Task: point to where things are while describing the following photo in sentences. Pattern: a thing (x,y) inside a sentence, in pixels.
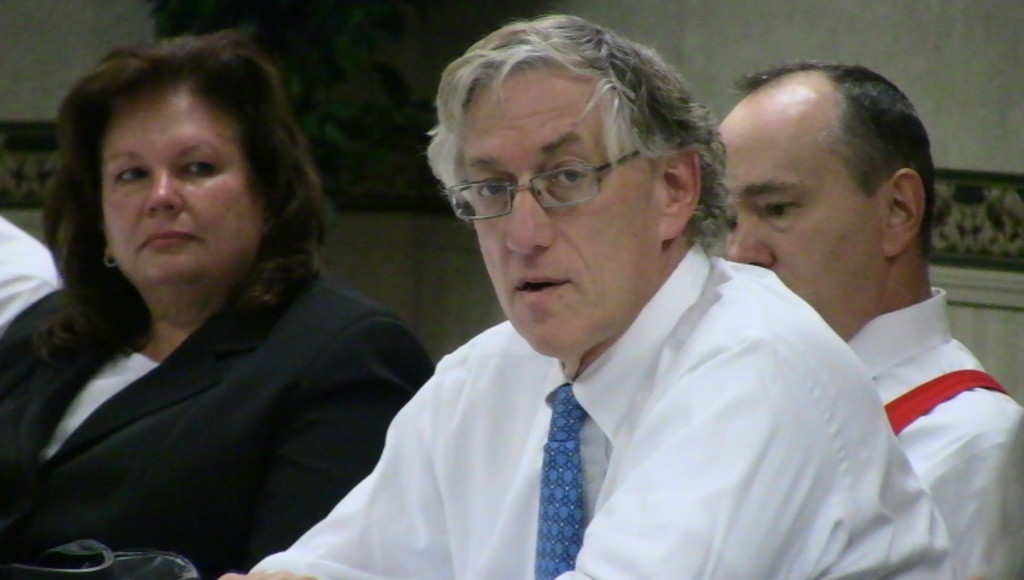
In this image in the foreground (419,441) there are some people (45,339) one person (528,274) is wearing spectacles (498,192), and in the background (445,246) there is a wall (12,121) and some border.
